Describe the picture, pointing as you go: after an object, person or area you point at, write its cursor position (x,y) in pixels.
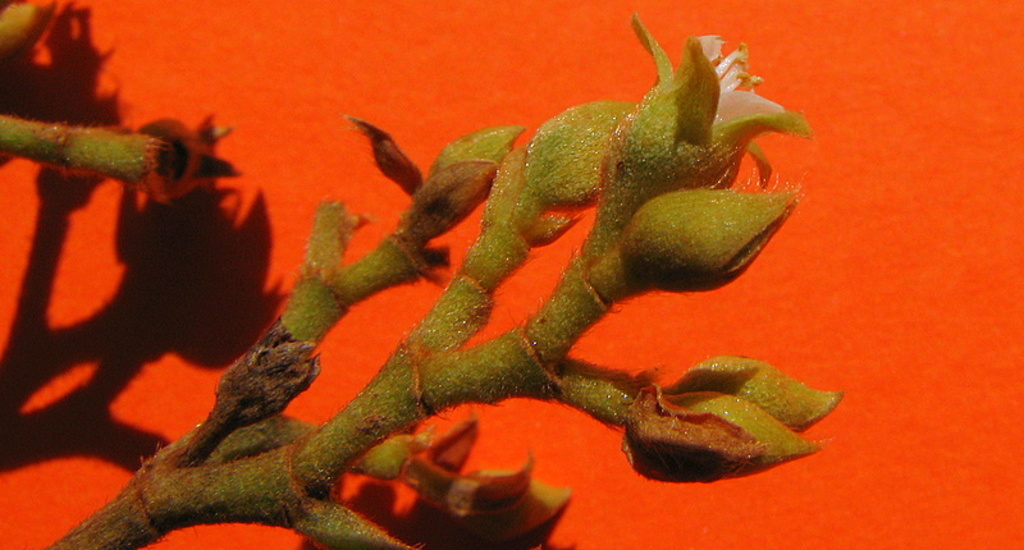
Background (952,82) portion of the picture is red in color. On the red surface (628,45) we can see the shadow (222,322). In this picture we can see the stems (395,381) and buds (694,244).
